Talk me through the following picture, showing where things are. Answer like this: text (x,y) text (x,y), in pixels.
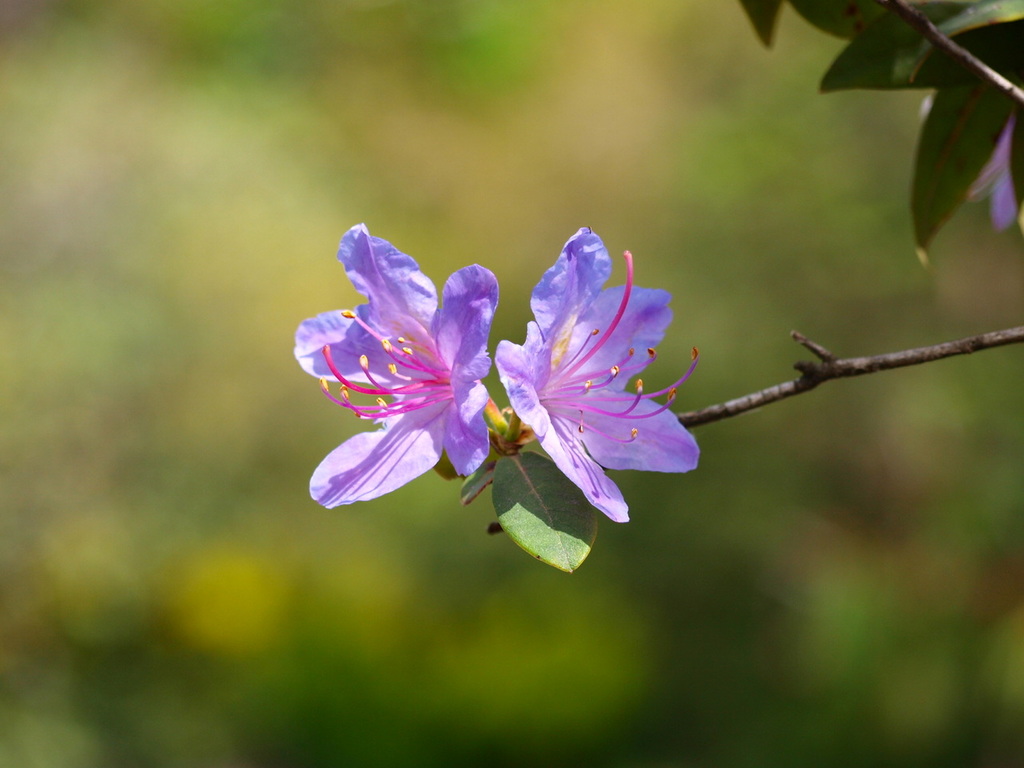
In this picture I can see some flowers (551,403), leaves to the stem (730,402).
